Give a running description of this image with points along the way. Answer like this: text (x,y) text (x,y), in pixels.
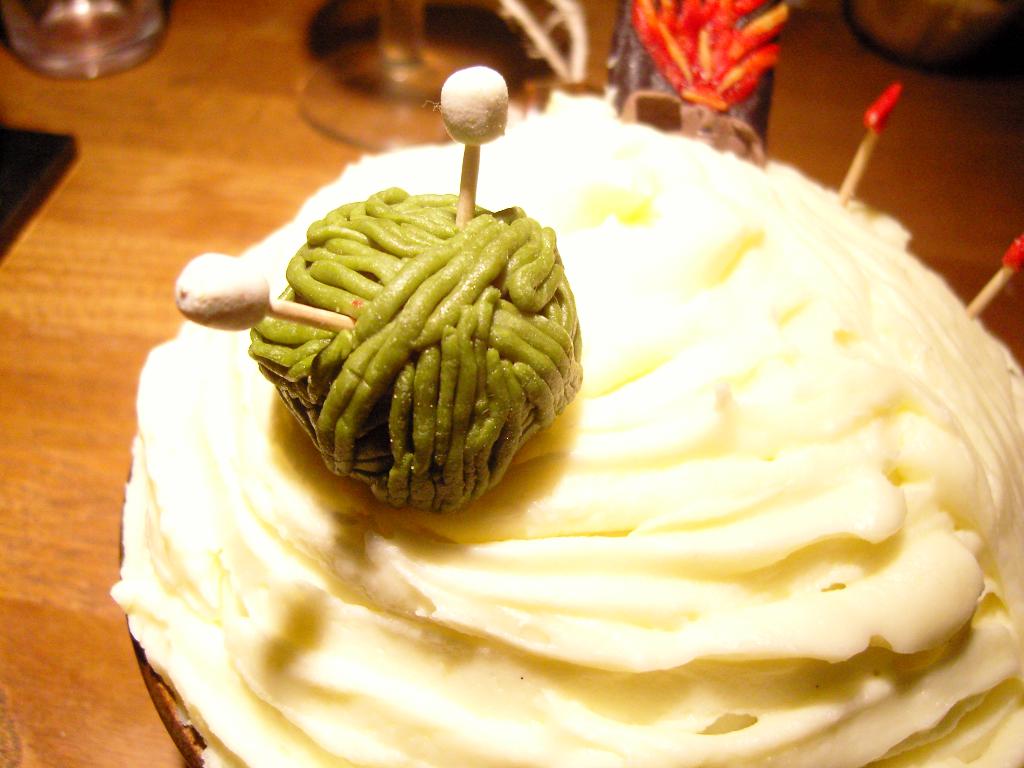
In this image at the bottom (89,733) there is a table (205,180), and in the foreground (805,554) there is some food (593,250), and in the background (703,106) there are glasses (334,84) and some objects (703,45).
